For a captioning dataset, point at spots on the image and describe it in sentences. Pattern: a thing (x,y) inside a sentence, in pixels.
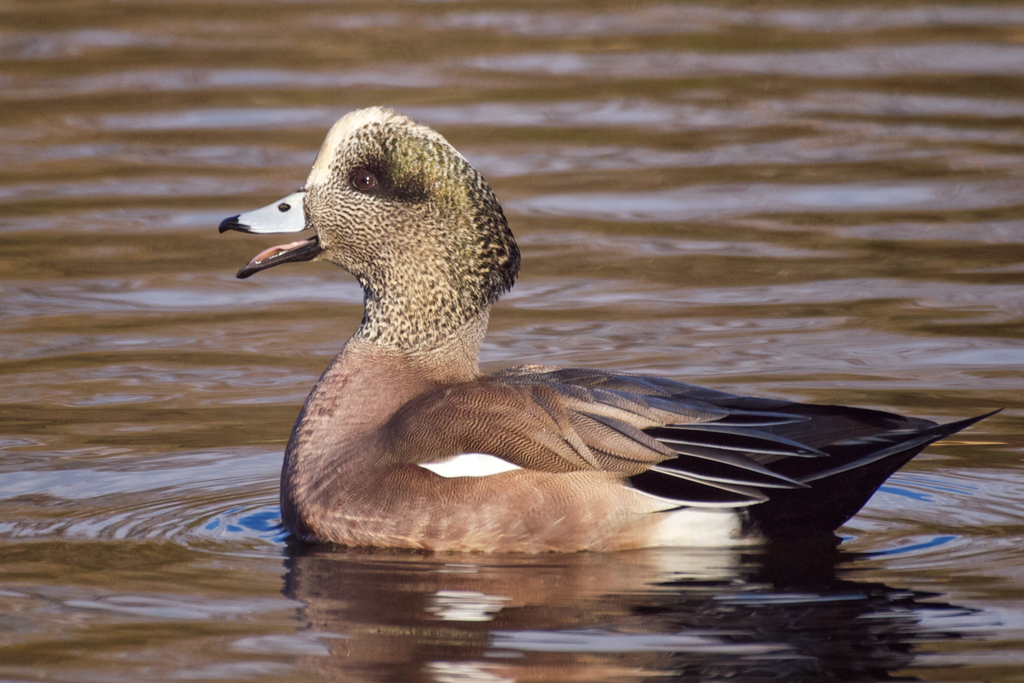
In this picture we can see a duck (366,499) on the water (322,359).
